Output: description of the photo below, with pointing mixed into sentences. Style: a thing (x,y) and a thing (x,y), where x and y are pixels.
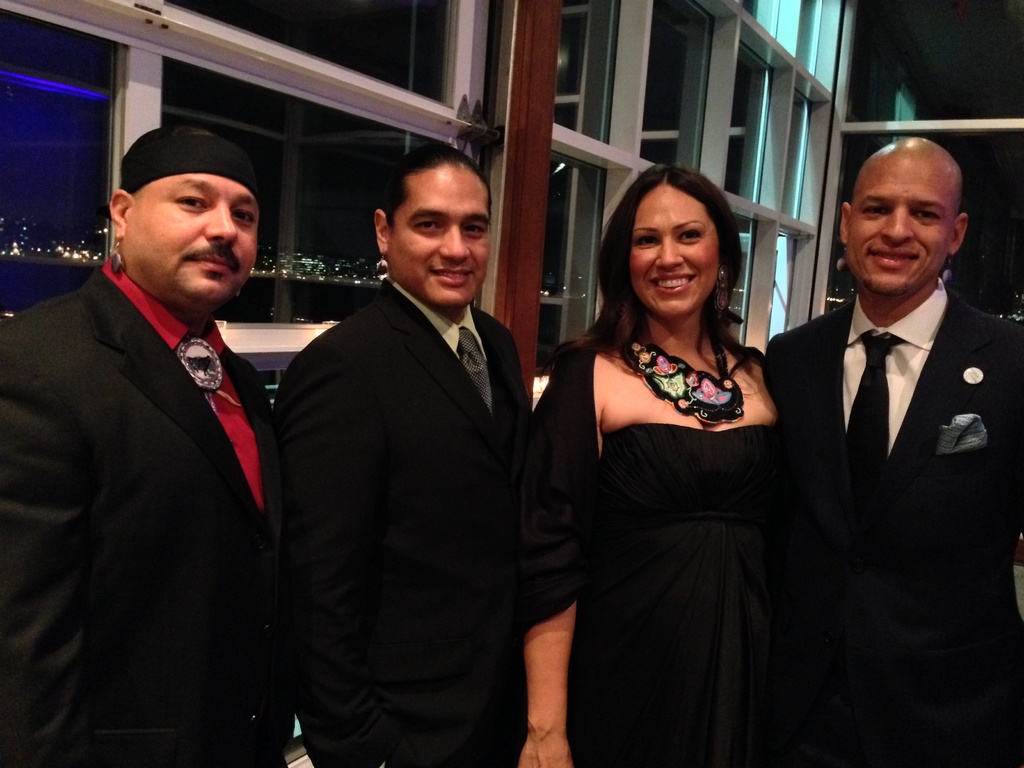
In this picture there is a woman (620,468) who is wearing black dress (637,512), beside her there is a man (420,433) who is wearing the suit (450,449). On the left (193,325) there is a man (192,346) who is wearing a red shirt (246,446) and blazer (225,676). On the right (889,530) there is a bald man (911,432) who is wearing a suit (950,536). Everyone is smiling and they are standing near to the window (563,332). Through the window (41,179) I can see the city (353,269), lights (300,277), buildings (313,263) and water (271,296).
